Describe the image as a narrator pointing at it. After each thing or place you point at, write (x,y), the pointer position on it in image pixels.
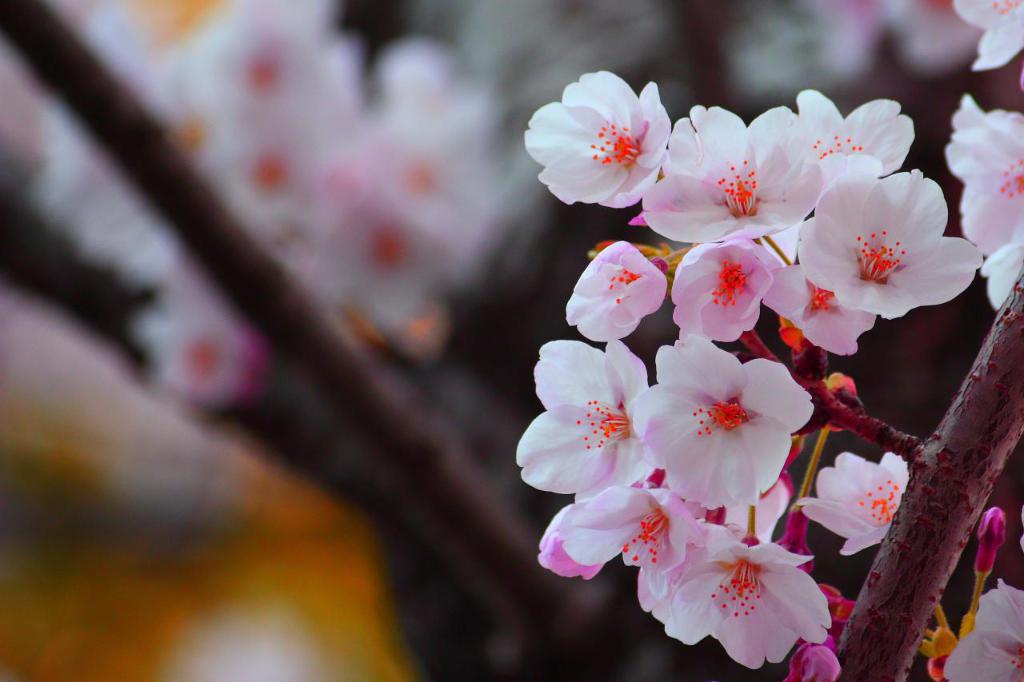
In this image we can see a group of flowers (628,375) and stems (288,302). The background of the image (324,417) is blurred.
